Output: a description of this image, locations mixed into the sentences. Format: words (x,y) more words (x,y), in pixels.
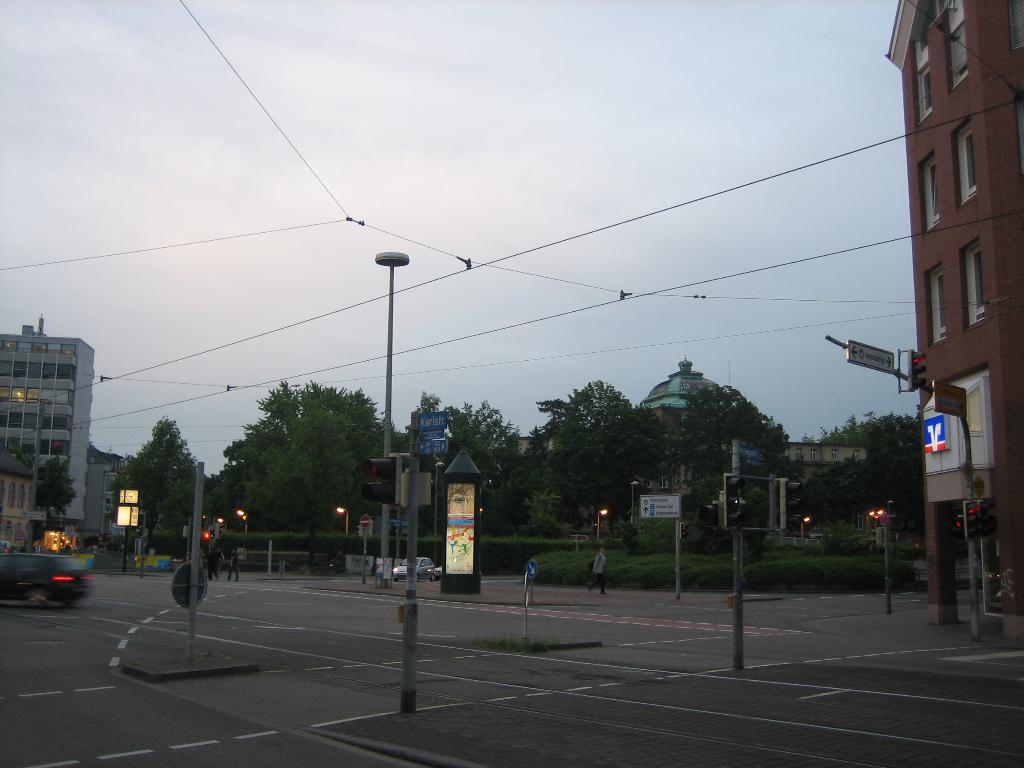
In this picture we can see there are poles (415,515) with traffic signals (387,468) and boards (439,447). On the path (205,623) there are some vehicles (17,556) and the people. On the right side of the poles (413,560) there are trees (706,490), buildings (37,400), cables (369,359) and the sky (526,208).
